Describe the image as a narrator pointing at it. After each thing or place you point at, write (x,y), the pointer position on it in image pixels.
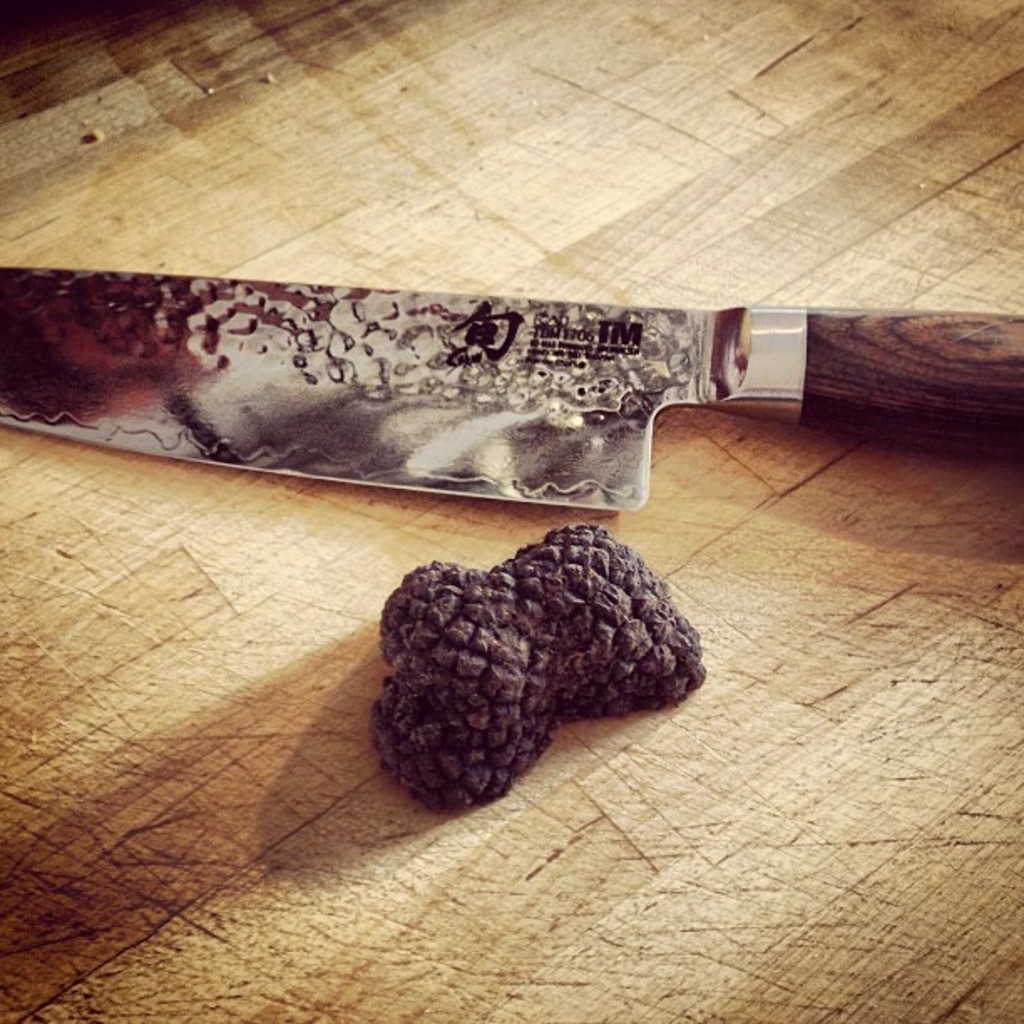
In this image we can see a knife (462,433) and an object (538,622) placed on the wooden surface (429,928).
